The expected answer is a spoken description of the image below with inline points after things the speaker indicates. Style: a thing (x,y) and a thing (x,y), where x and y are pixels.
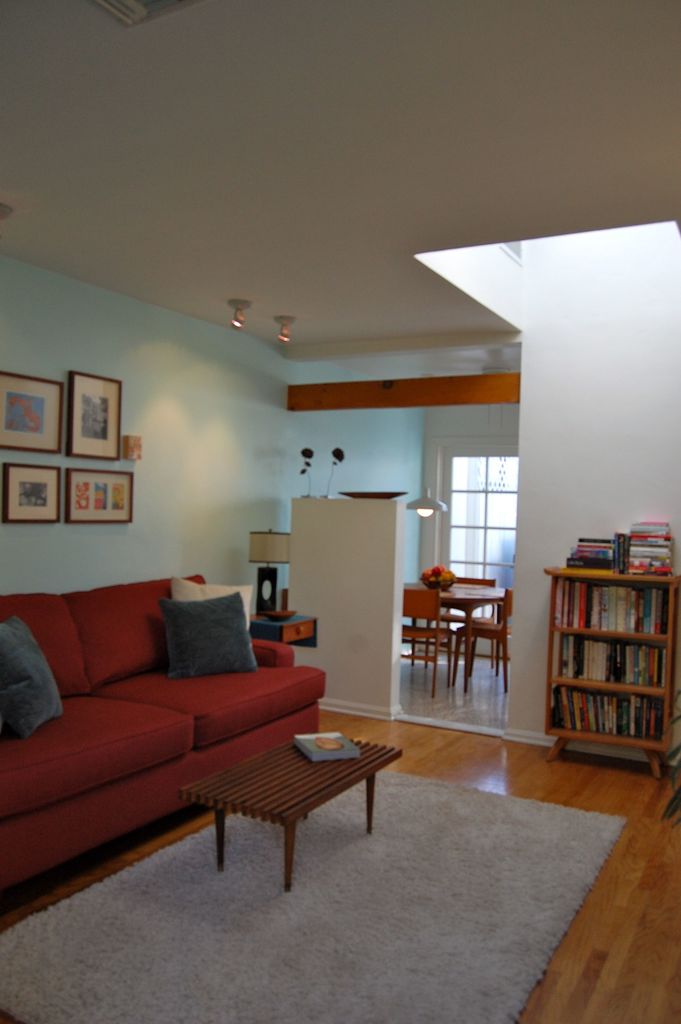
In the image we can see there is a hall (679,707) in which there is sofa (172,706) and on the wall (4,455) there are photo frames (41,475). There is a small bookshelf (622,581) in which books (563,709) are there and on the table (321,784) there is a book (344,745) and on the floor (392,737) there is a floor mat (487,903).
